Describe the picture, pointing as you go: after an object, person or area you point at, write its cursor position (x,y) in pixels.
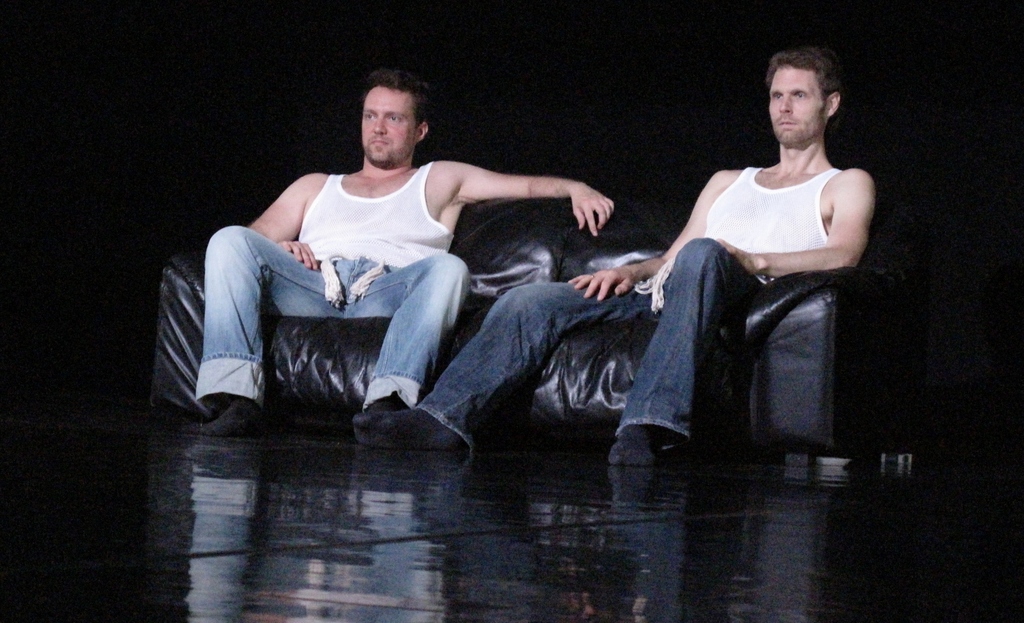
In this image I can see two persons (605,304) sitting on the couch (620,363) and the couch (579,361) is in black color and the persons (709,286) are wearing white and blue color dress (400,240) and I can see black color background (74,307).
